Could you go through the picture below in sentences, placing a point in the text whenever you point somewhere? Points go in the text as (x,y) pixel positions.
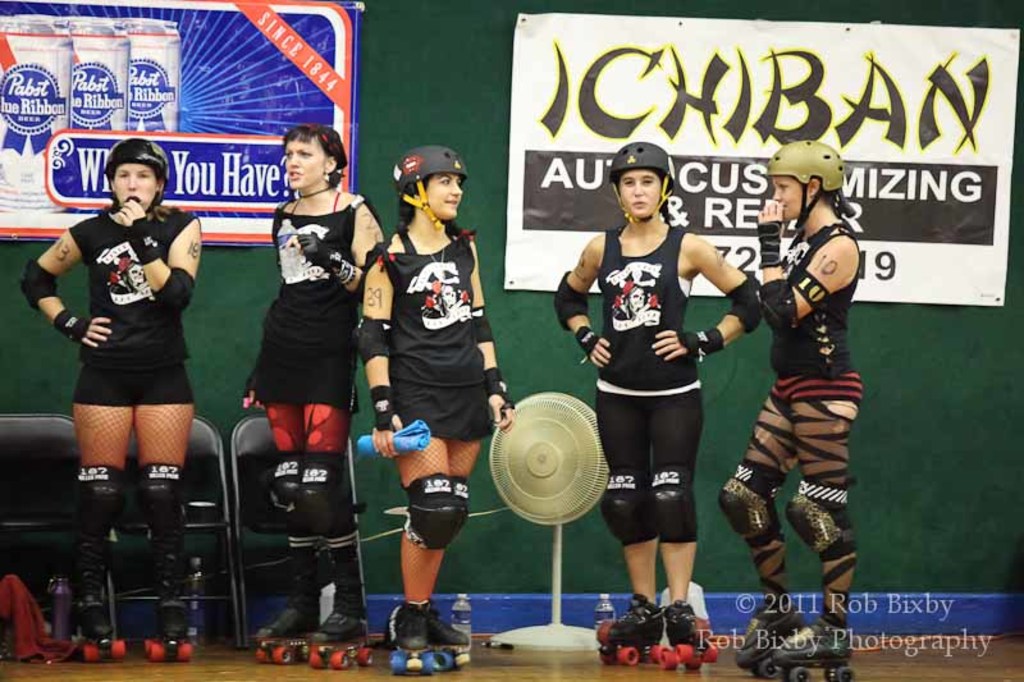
In this image we can see five women (804,408) wearing skate shoes (322,650) and standing. There are three chairs (136,481), one white table fan (547,523) with wire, some objects (59,581) on the floor (972,657), one white banner (615,88) with text (740,74) attached to the green wall (955,373), one woman (143,245) in left side of the image (143,245) holding one black object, one woman (429,458) in the middle of the image (408,448) holding a blue object (408,448), one blue banner (268,82) with text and images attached to the green wall (957,388) in the background (457,51).
